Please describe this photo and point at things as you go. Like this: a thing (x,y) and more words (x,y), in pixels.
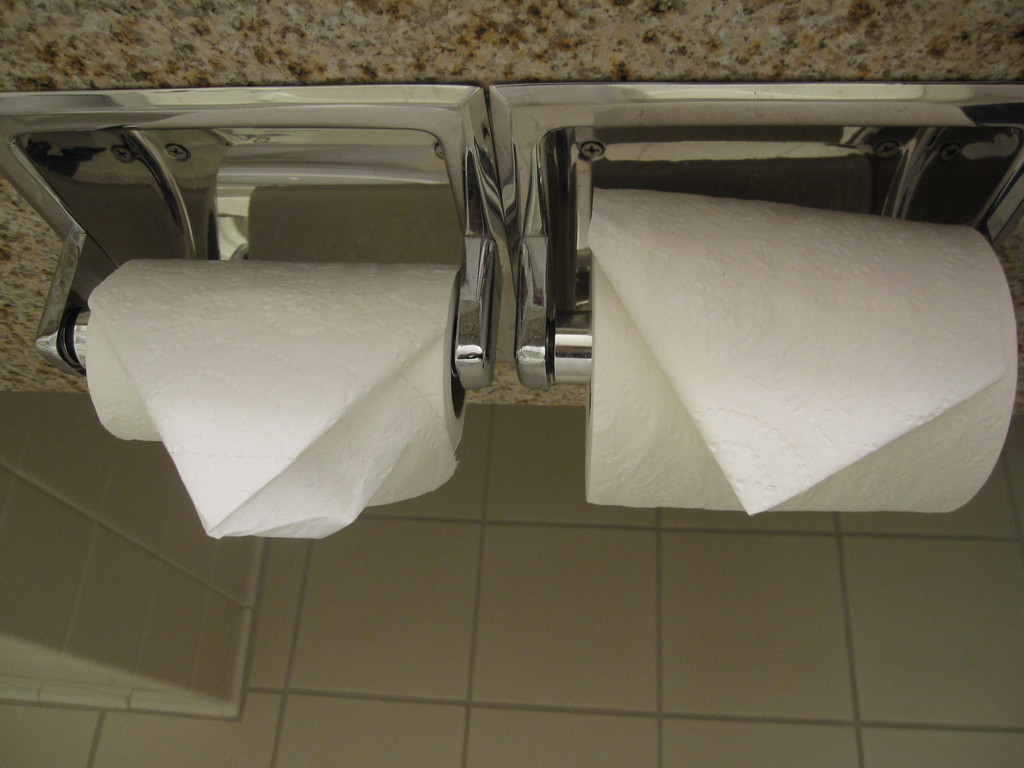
In this image, we can see tissues (834,255) and holders (346,122) and there is a wall (519,53). At the bottom (416,652), there is a floor (273,677).
